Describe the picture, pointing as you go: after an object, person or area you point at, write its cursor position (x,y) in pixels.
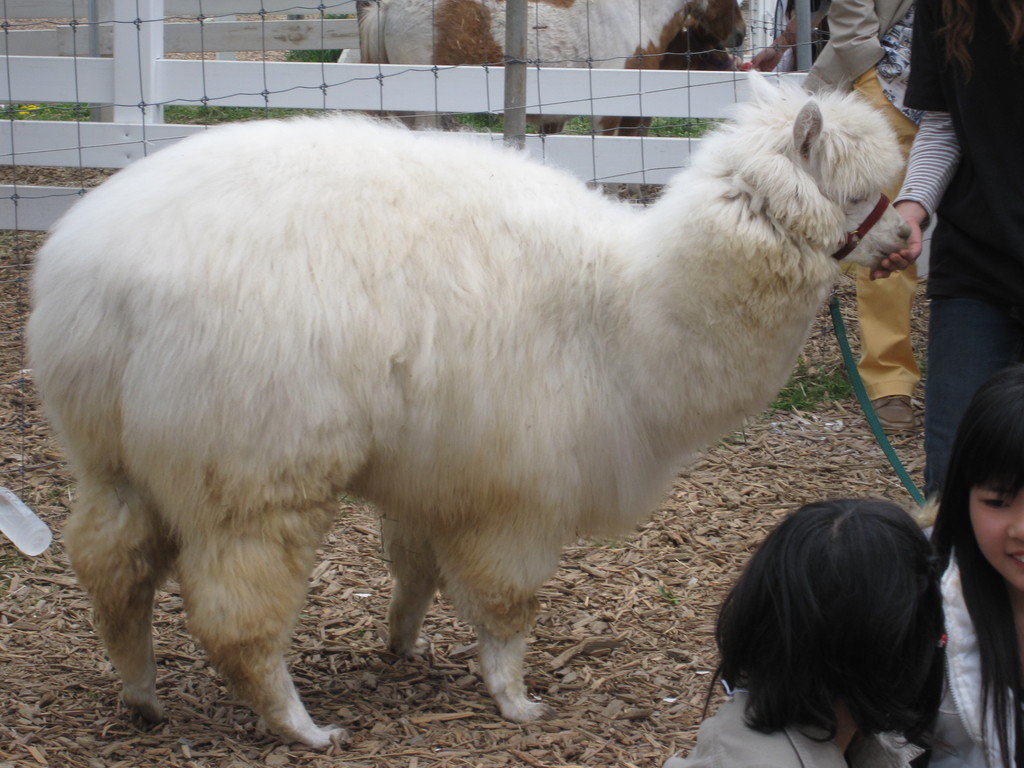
In this picture we can see there are two animals (542,202) standing on the path (32,502) and on the right side of the animals (542,189) there are some people (971,160) standing and in between the animals (557,48) there is a wire fence (630,129) and a wooden fence (426,95). On the left side of the animals (246,508) there is a bottle (17,504).
